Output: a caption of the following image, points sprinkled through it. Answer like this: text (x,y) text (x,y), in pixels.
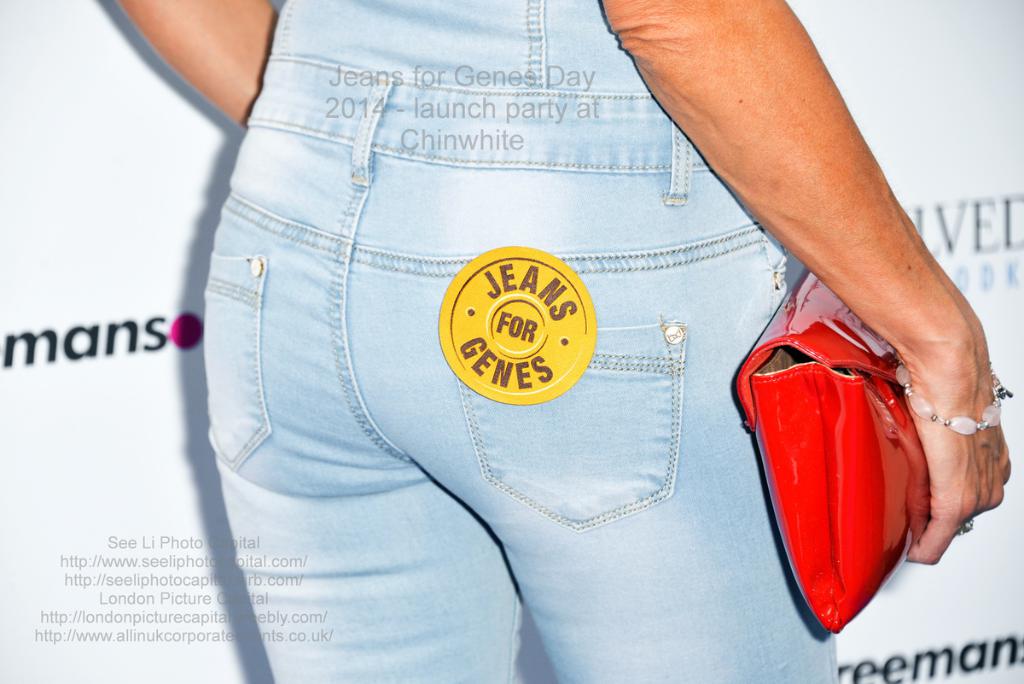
In this picture I can see a woman (407,160) who is wearing jeans (590,590) and holding a red color purse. In front of her I can see the banner (946,649). In the bottom left (215,641) and at the top (454,89) I can see the watermarks (439,94).
